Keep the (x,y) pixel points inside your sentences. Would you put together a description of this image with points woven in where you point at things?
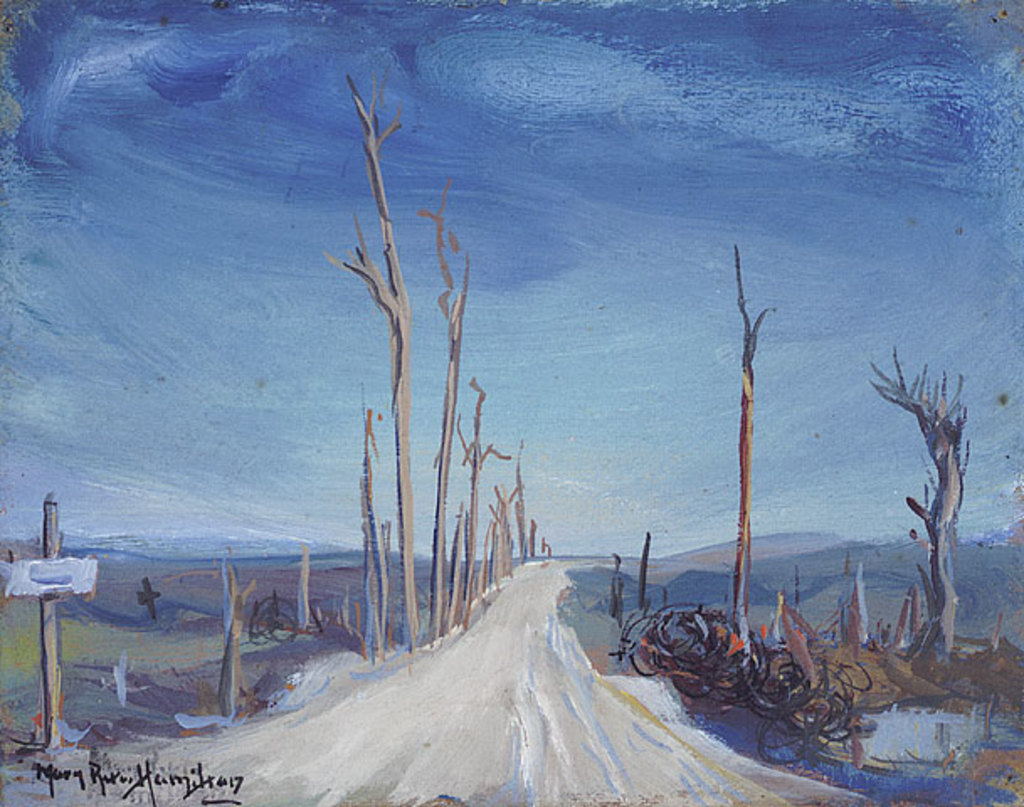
This is a painting and in this painting we can see trees (948,483), road (540,600), hills (728,548) and in the background (424,252) we can see sky (424,252).
